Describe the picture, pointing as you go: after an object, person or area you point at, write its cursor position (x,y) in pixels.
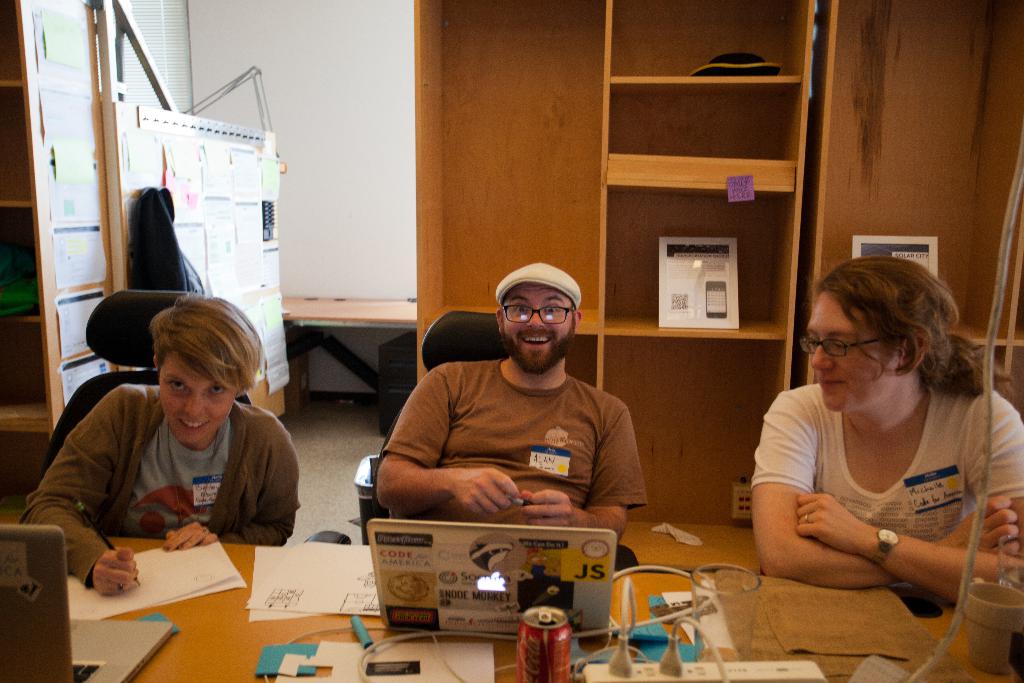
The image is inside the room (751,382). In the image there are two woman (852,418) and one man (611,463) who are sitting on chairs (439,358) behind the table (283,606). On table (142,621) we can see two laptops (442,560), papers (313,554), pencil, coke tin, wires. In background (691,200) there is a shelf (494,155) in shelf (529,217) we can see a hat (713,69), frame (700,289), wall (373,156). On left side (224,167) we can see a board (242,255) with some papers (227,210).
